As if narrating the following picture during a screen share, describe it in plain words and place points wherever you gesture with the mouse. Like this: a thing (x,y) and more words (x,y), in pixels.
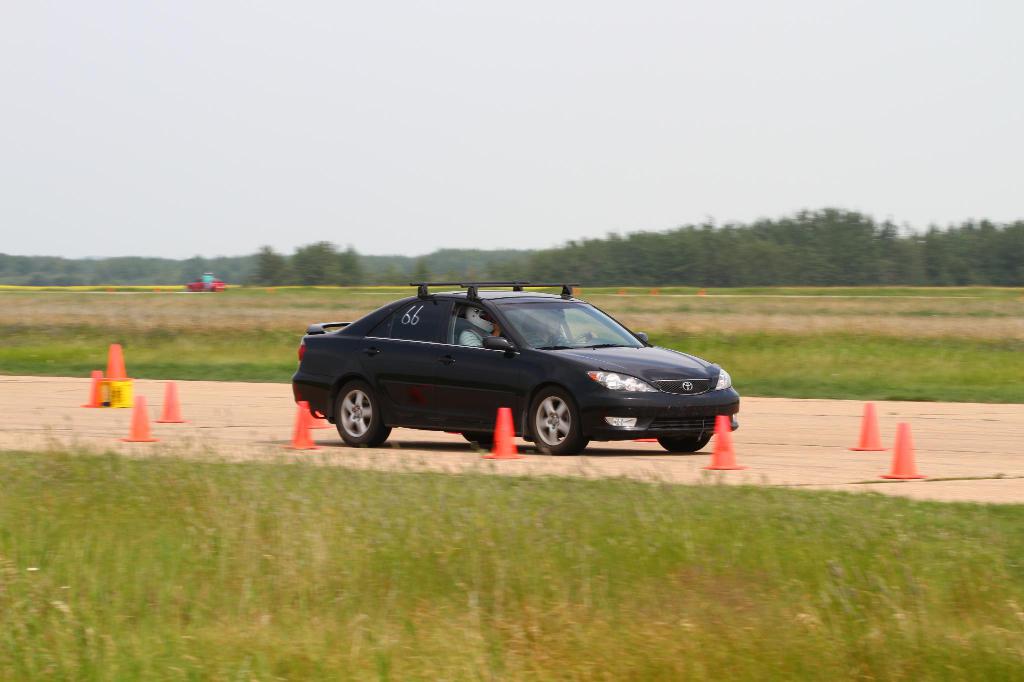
In this image we can see a car (613,381), traffic cones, land (735,480), grassy land (104,373). In the background (693,251), we can see trees (213,267) and a vehicle (201,281). At the top of the image (433,117), we can see the sky (574,90).
